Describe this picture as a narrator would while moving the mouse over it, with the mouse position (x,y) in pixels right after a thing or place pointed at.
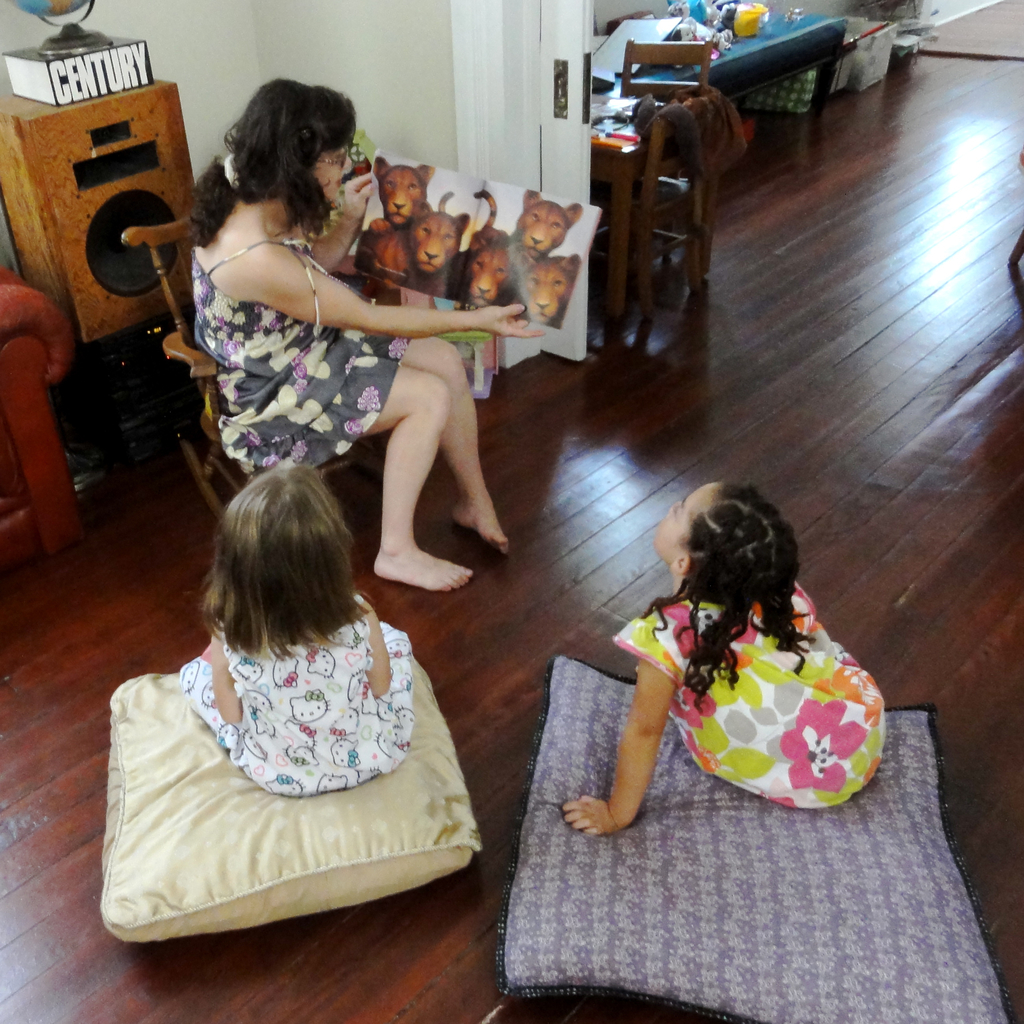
This is the picture inside of the room (660,375). There are two girls (665,704) sitting on the pillow (217,830) on the floor (16,876). There is a person (428,413) sitting on the chair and she is holding the poster (559,253). At the back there is a speaker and at the left (23,314) there is sofa (24,301).
